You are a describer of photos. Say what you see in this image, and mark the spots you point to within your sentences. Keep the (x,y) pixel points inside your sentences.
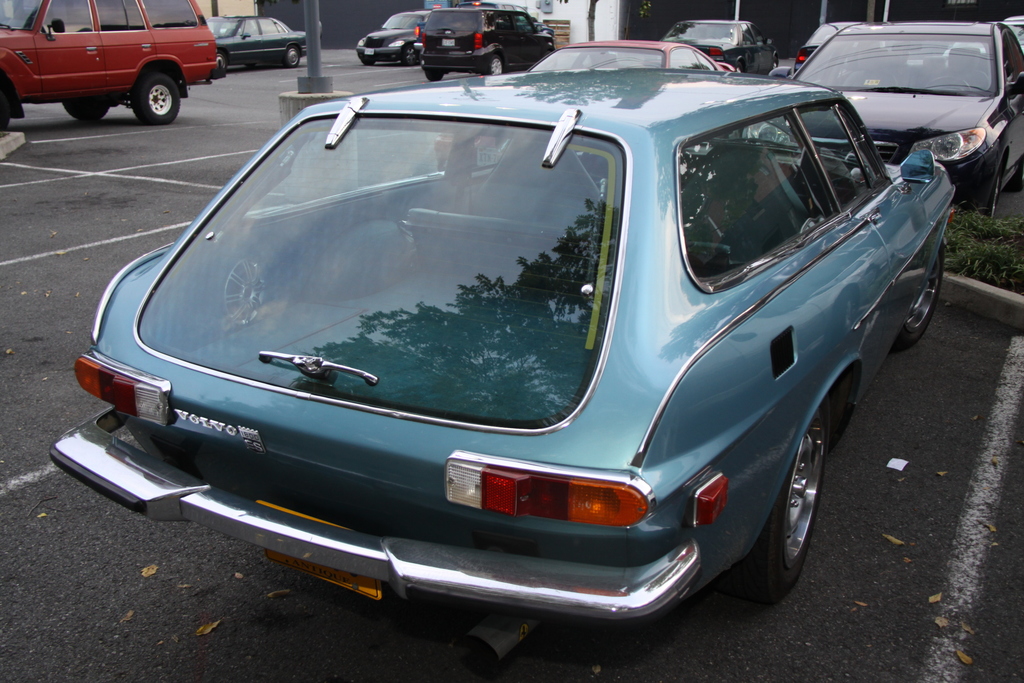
In this image there is a parking area (169,217) in that area (16,356) cars (878,333) are parked.
